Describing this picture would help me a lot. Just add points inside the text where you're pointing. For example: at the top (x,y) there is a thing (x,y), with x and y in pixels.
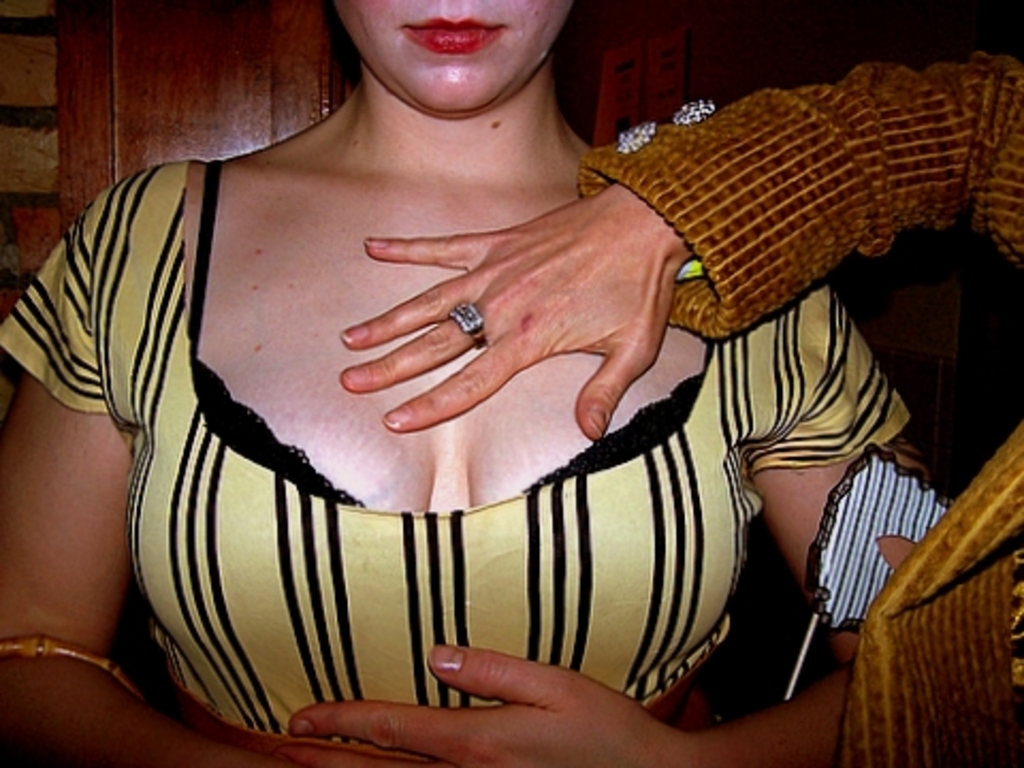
A person (340,741) is standing wearing a yellow and black dress (274,654). A person (1023,686) is present at the right (723,209) wearing a brown coat (718,227).
